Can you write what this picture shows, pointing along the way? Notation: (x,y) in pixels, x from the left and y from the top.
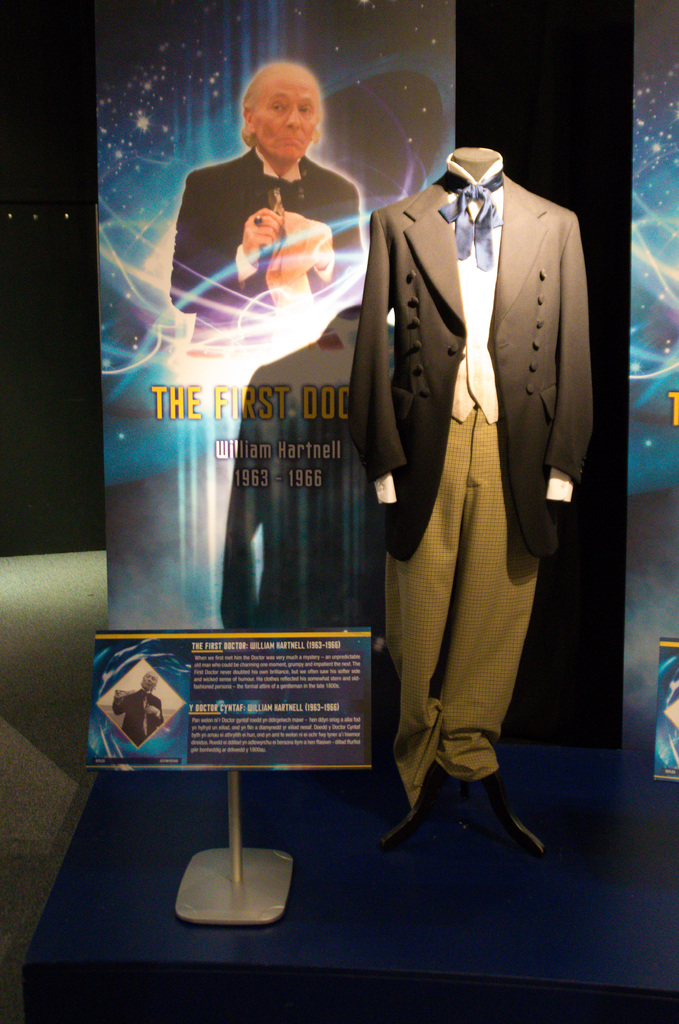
In this picture we can see clothes (478,454) and a mannequin (429,292), in front of the mannequin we can see a board (309,721), in the background (353,339) we can find hoardings (282,275).
